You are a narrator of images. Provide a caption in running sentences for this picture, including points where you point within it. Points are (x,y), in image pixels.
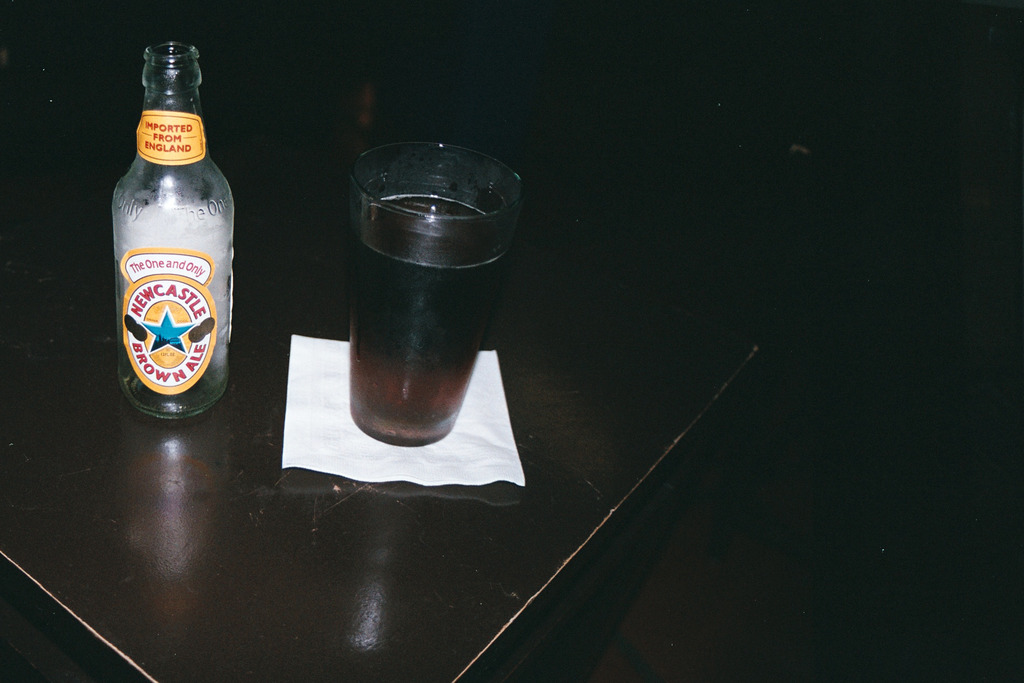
there is bottle (209,372) and glass of drink (358,287) on a tissue paper (359,462) on a table (318,658).
